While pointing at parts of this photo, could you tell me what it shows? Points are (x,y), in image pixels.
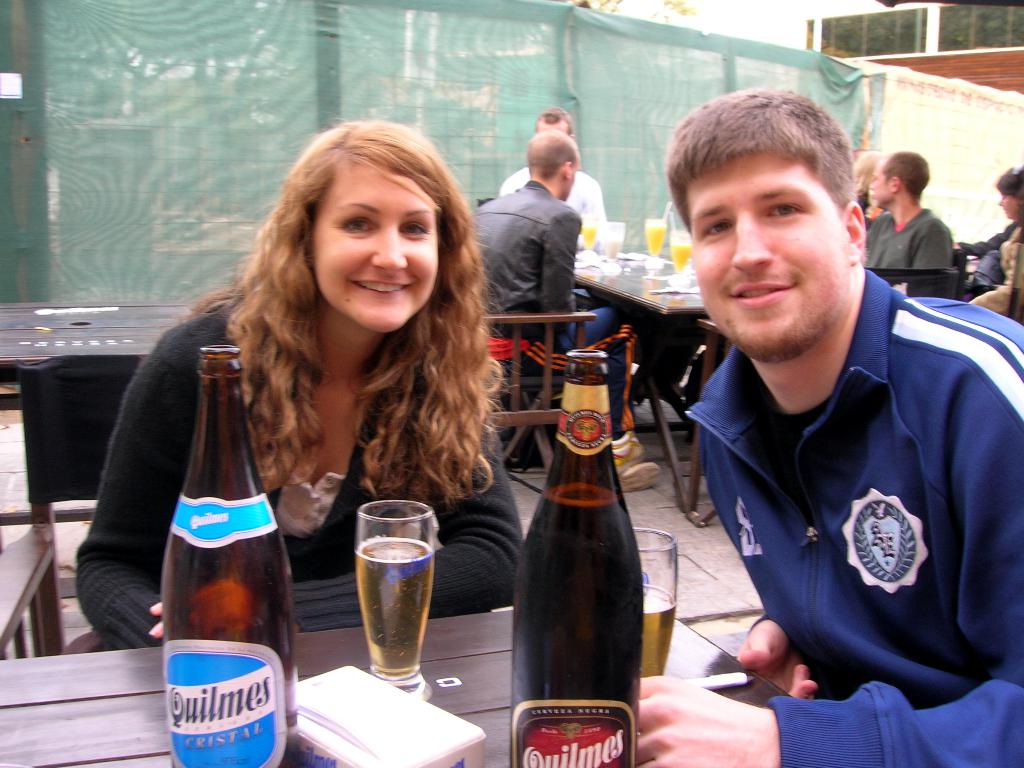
A woman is sitting in the chair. At the right side of the image (723,127) a person (751,153) is smiling. There was a table (6,743) at the bottom of the image (623,529) having a bottle (256,741) and a glass (366,534) served with the drinks (401,549) and box (304,766) on it. Few people (532,307) are sitting behind them and at the background (4,286) there is a net (176,5) covered. At the top right (992,44) there is a building (959,25).
